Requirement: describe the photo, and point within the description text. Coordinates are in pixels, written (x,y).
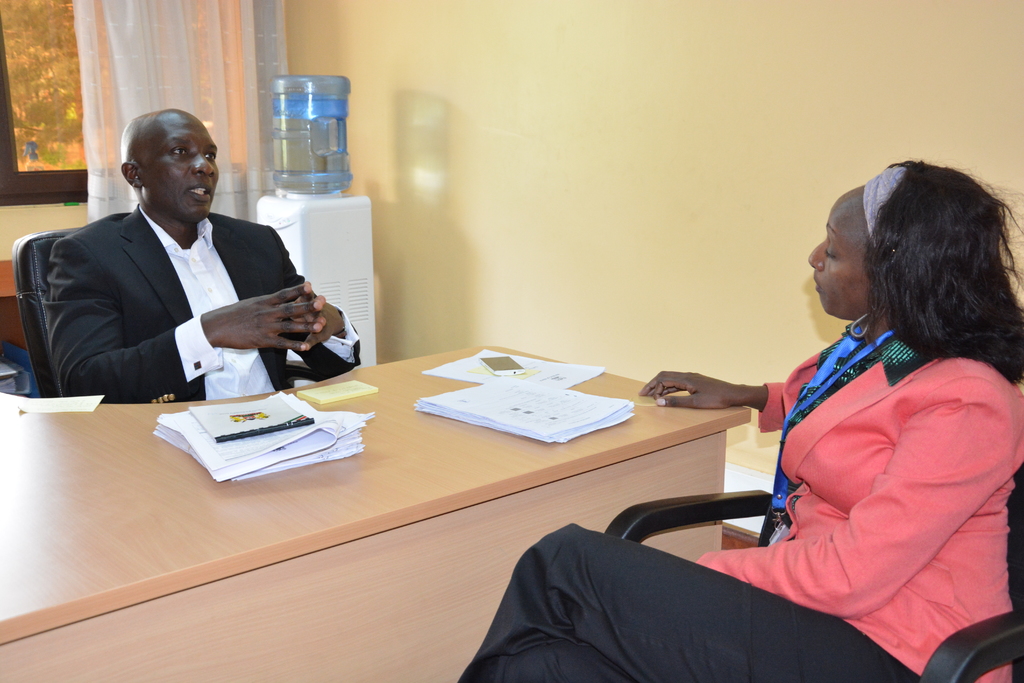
In this image on the right side (860,534) there is one woman (876,477) who is sitting on a chair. on the left side (144,272) there is one man (176,303) who is sitting on a chair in front of them, there is one table (68,452) on the table (618,499) there are some papers (543,430) and books (294,428) and one mobile (505,366) is there and on the background (430,103) there is a wall (583,154) beside the wall (502,184) there is one water bottle (301,134) and on the top of the left corner (97,53) there is a window (69,74) and one curtain (104,66).
